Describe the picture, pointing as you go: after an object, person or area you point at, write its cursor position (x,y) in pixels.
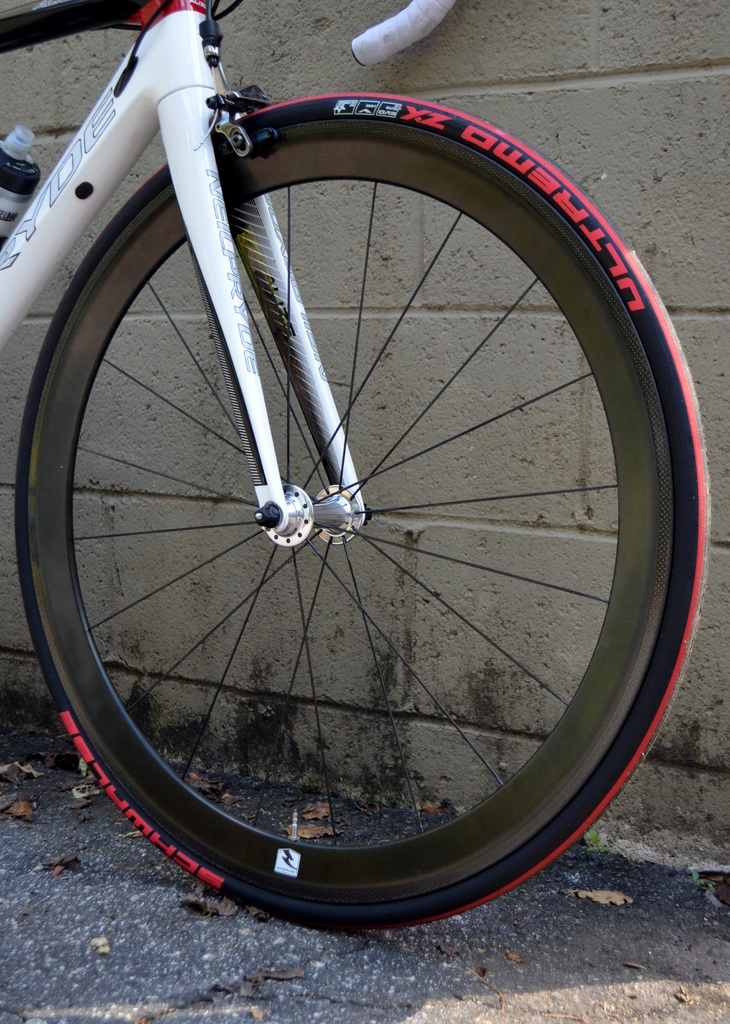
In this image there is a bicycle (312,151) on a road (402,937), in the background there is a wall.
